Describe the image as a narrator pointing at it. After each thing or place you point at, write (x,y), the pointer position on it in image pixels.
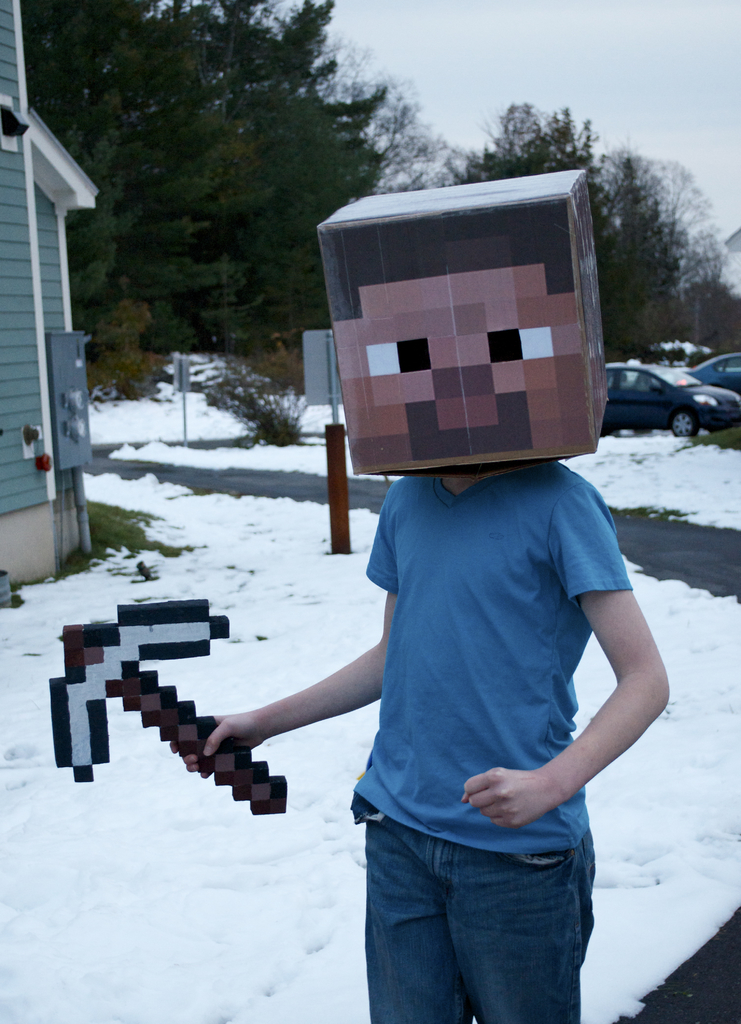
Here I can see a person (450,771) wearing a box (416,385) to the head (450,454), holding an object (172,730) in the hand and standing. I can see the snow (160,877) on the ground (685,557). On the left side (46,348) there is a house (43,292). In the background (288,115) there are many trees (648,226) and few cars (695,391). At the top of the image (594,90) I can see the sky (444,15).
